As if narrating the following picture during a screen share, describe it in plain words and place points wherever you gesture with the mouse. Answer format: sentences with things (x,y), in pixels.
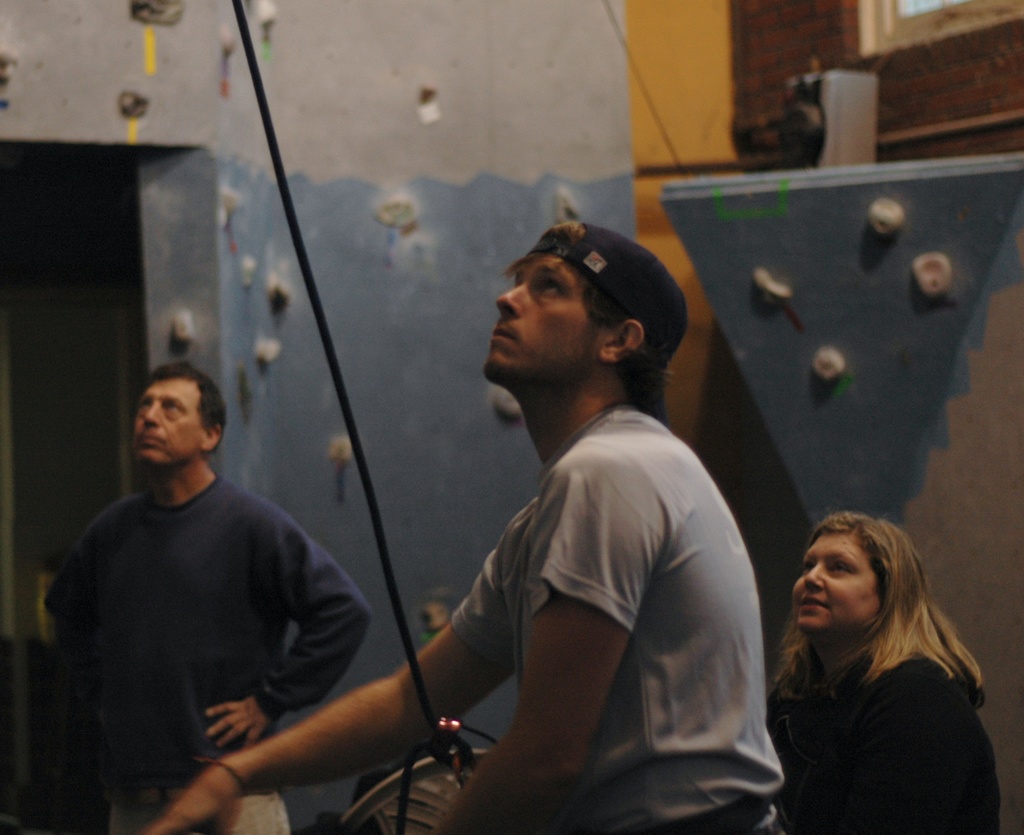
In this picture there is a man (680,314) who is wearing cap (672,311) and t-shirt (687,724). Beside him there is a rope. On the right (880,620) I can see the woman (932,659) who is wearing black dress (950,774) and she is smiling. On the left (180,555) there is a man (210,559) who is wearing sweatshirt (188,639) and trouser (261,811). He is standing near to the door (106,279) and wall (217,280). In the top right corner (891,8) I can see the window (912,4).
